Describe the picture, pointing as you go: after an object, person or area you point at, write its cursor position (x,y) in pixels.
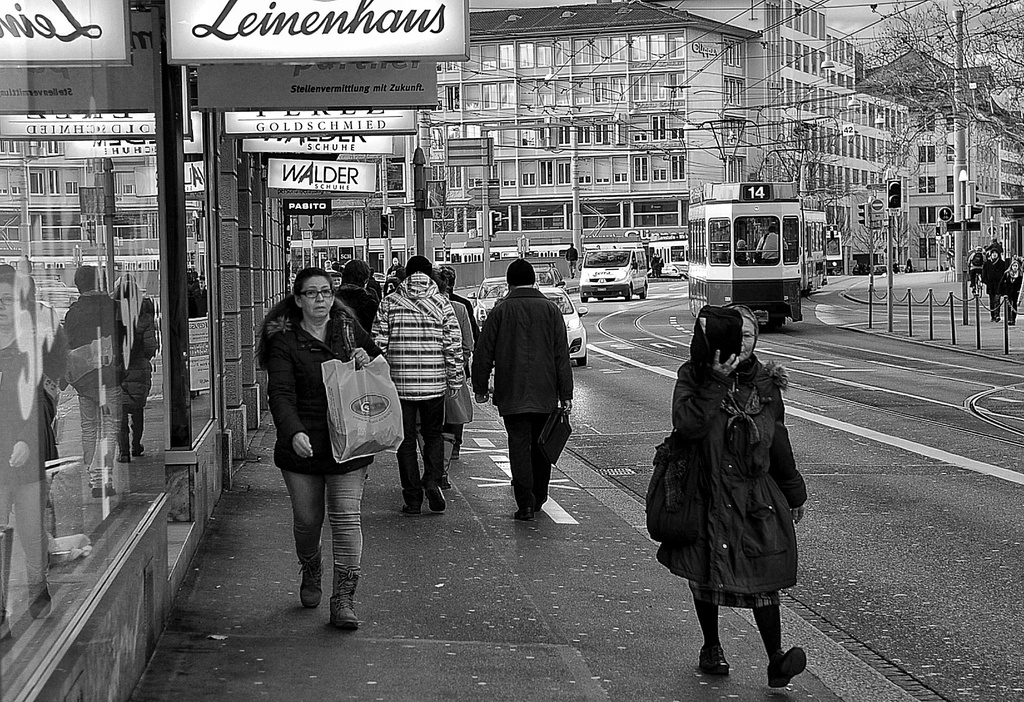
In this picture I can see few people (763,582) walking on the sidewalk (989,341) and I can see buildings (644,144) and few boards (314,127) with some text (337,182) and I can see few cars (579,351) and vehicles (629,288) moving on the road (850,507) and I can see a tram (753,253) and few poles (891,256) and I can see trees (973,111) and few of them holding bags (558,419) in their hands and I can see reflection (152,392) of few people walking in the glass (27,391).
